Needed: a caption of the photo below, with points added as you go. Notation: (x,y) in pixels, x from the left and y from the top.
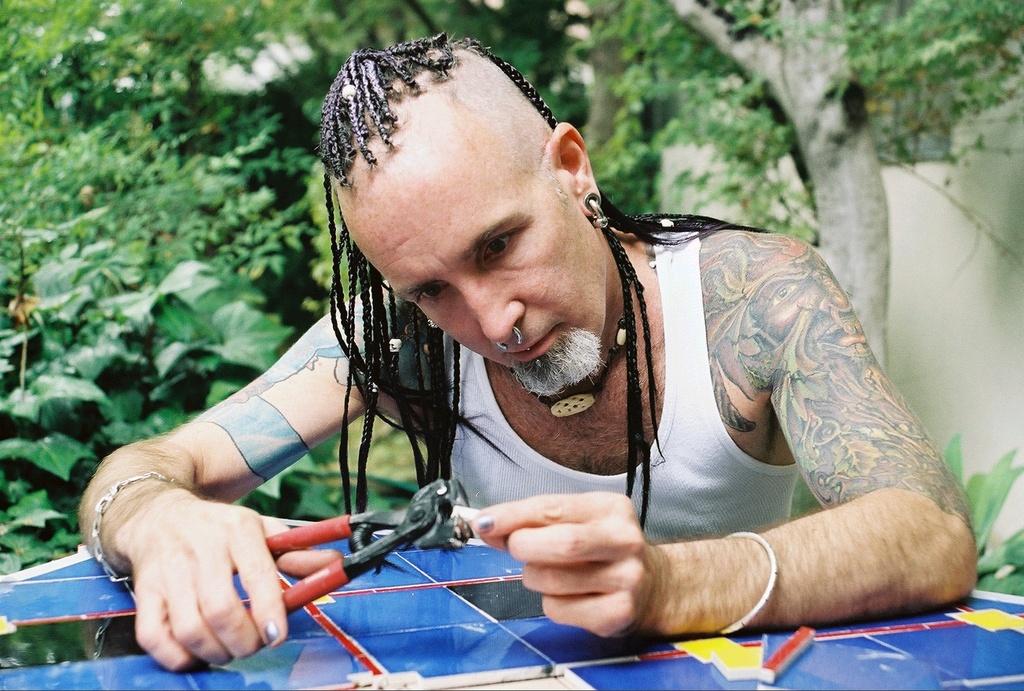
In this picture I can see a person (517,374) holding the cutting pliers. I can see trees (620,166) in the background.
